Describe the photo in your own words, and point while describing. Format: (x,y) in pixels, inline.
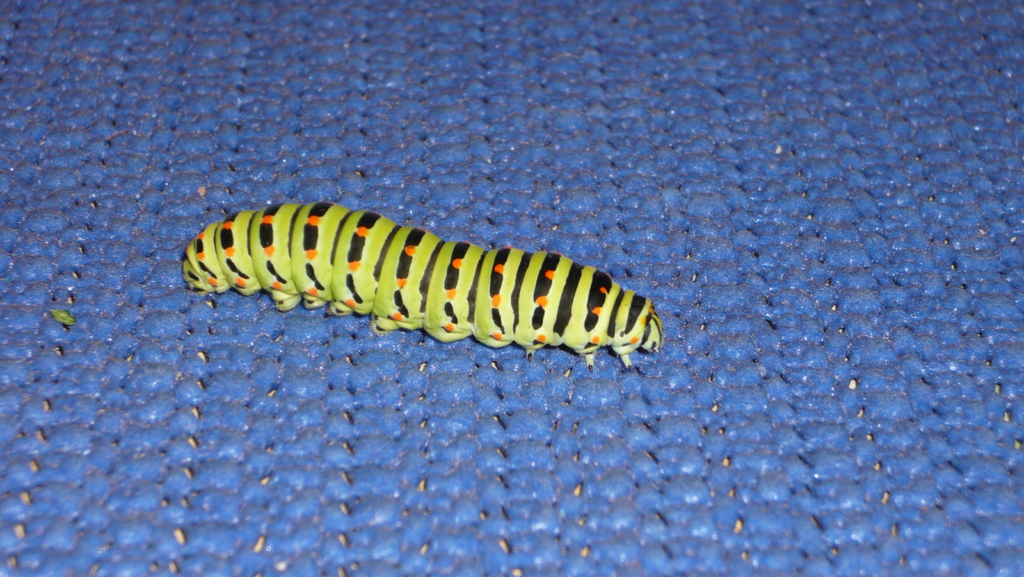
As we can see in the image there is caterpillar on blue color object (220,296).
